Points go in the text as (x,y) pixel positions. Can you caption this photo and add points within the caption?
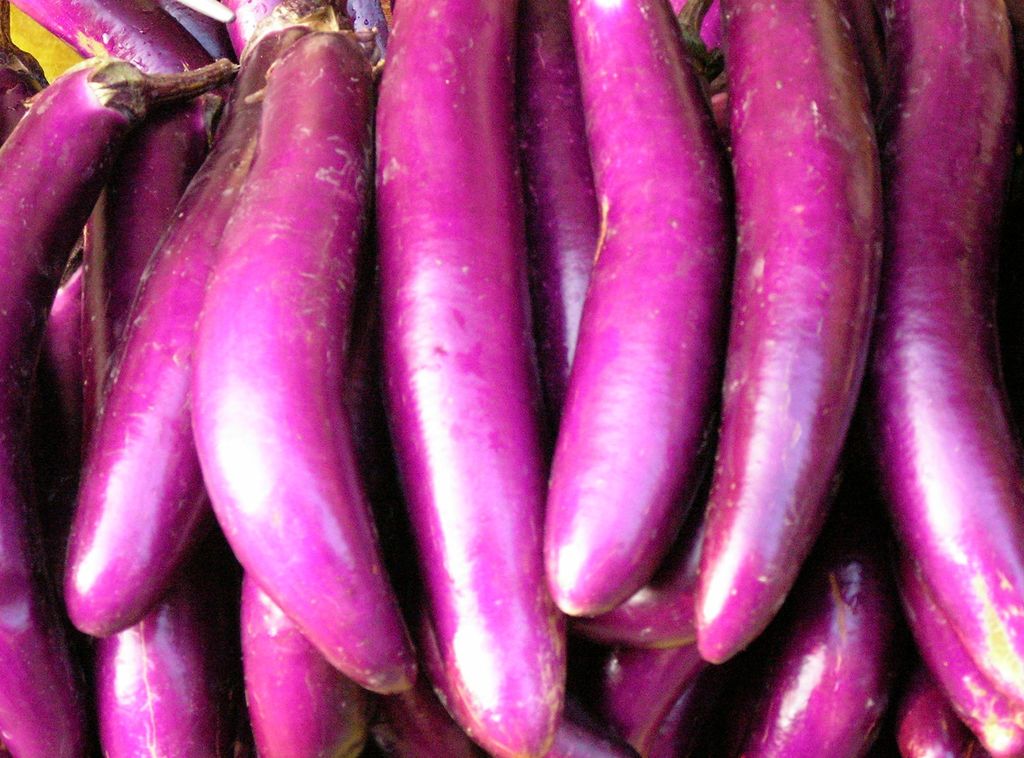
In this image we can see brinjals (541,266).
